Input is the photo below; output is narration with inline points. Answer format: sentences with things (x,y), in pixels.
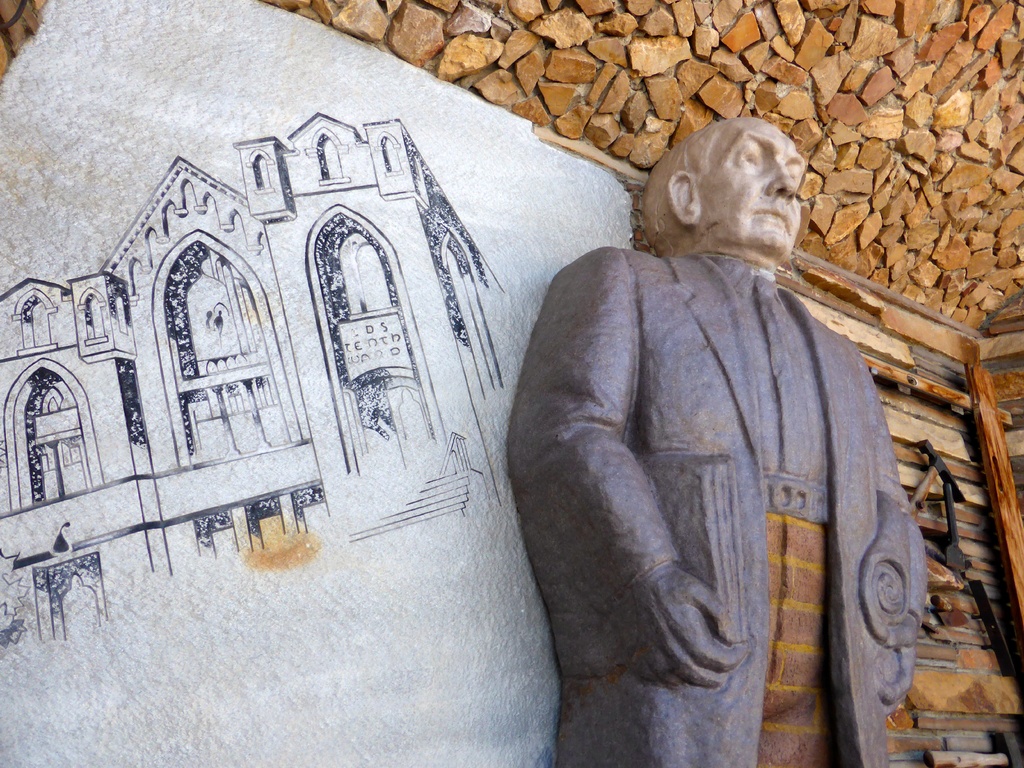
In this image there is a person statue (776,552). Behind there is a rock wall (1011,339). Left side (48,358) a building picture (422,394) is painted on the wall (417,318). Right side (998,480) few objects (930,492) are on the wall (990,533).
